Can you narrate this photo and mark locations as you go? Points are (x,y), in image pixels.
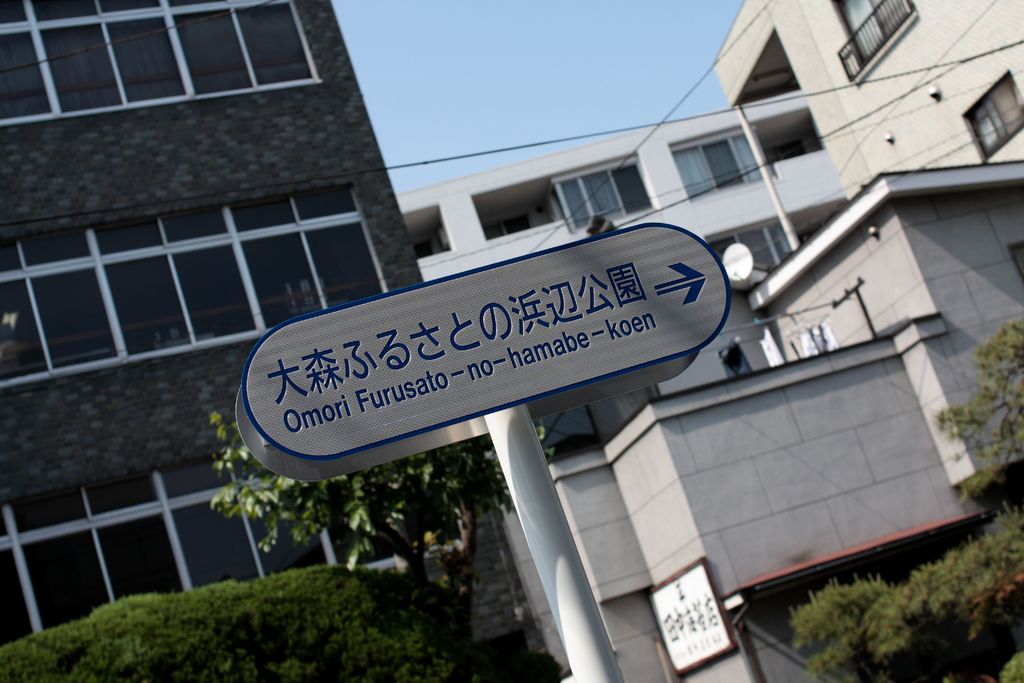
In front of the image there is a sign board (470,354) with some text (409,395) on it, behind that there are bushes (331,608), trees (467,585) and buildings (815,184). At the top of the image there are cables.
